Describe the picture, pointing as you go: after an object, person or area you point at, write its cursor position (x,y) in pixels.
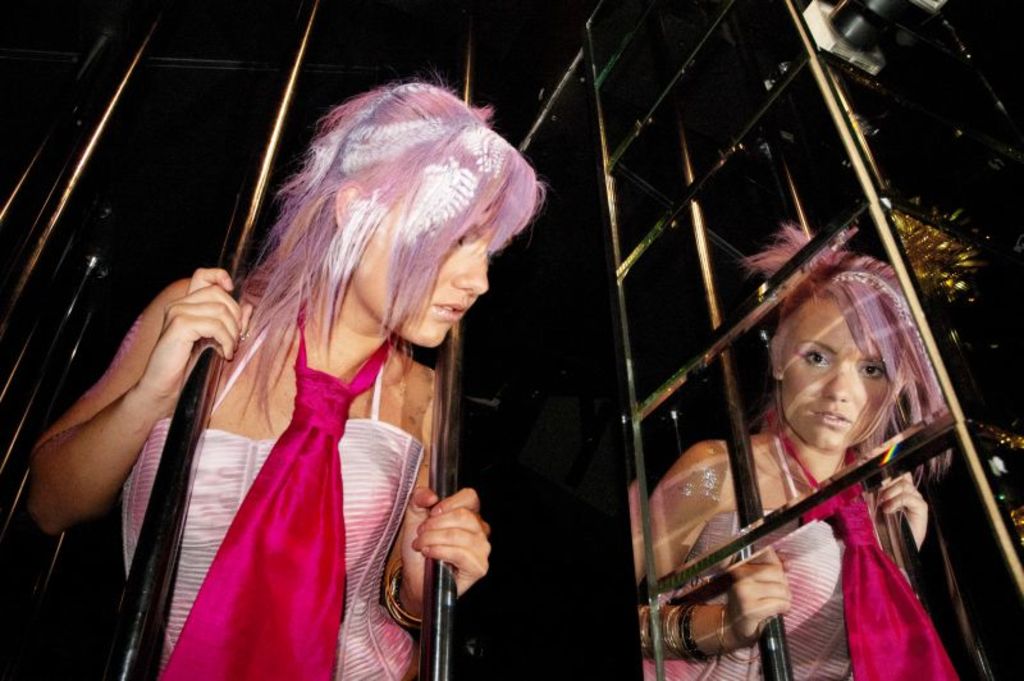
In this image I can see a woman (342,294) visible in between two rods (444,426) and I can see her reflection (903,364) visible in a mirror (712,313), on the right side (750,551) there are some rods (742,486) visible.
